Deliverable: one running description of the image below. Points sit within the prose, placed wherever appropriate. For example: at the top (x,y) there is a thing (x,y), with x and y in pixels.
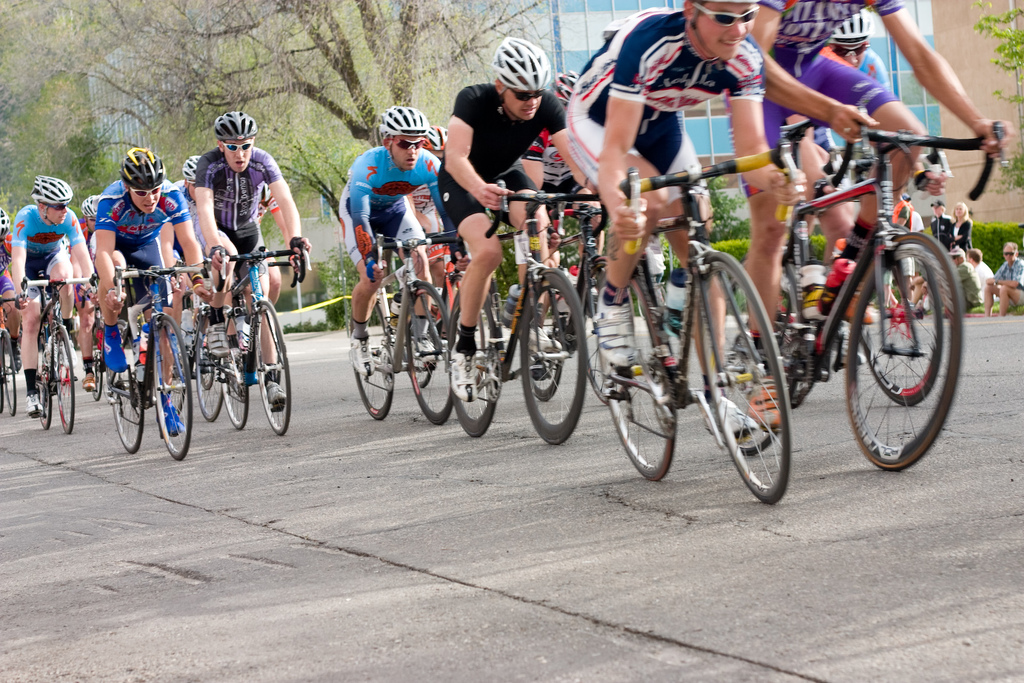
In the picture we can see some people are riding a bicycle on the road (399,662) and wearing a helmet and in the background (996,298), we can see some trees (233,59), buildings (973,93) with a glass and some people (979,286) sitting near the path (387,638).
